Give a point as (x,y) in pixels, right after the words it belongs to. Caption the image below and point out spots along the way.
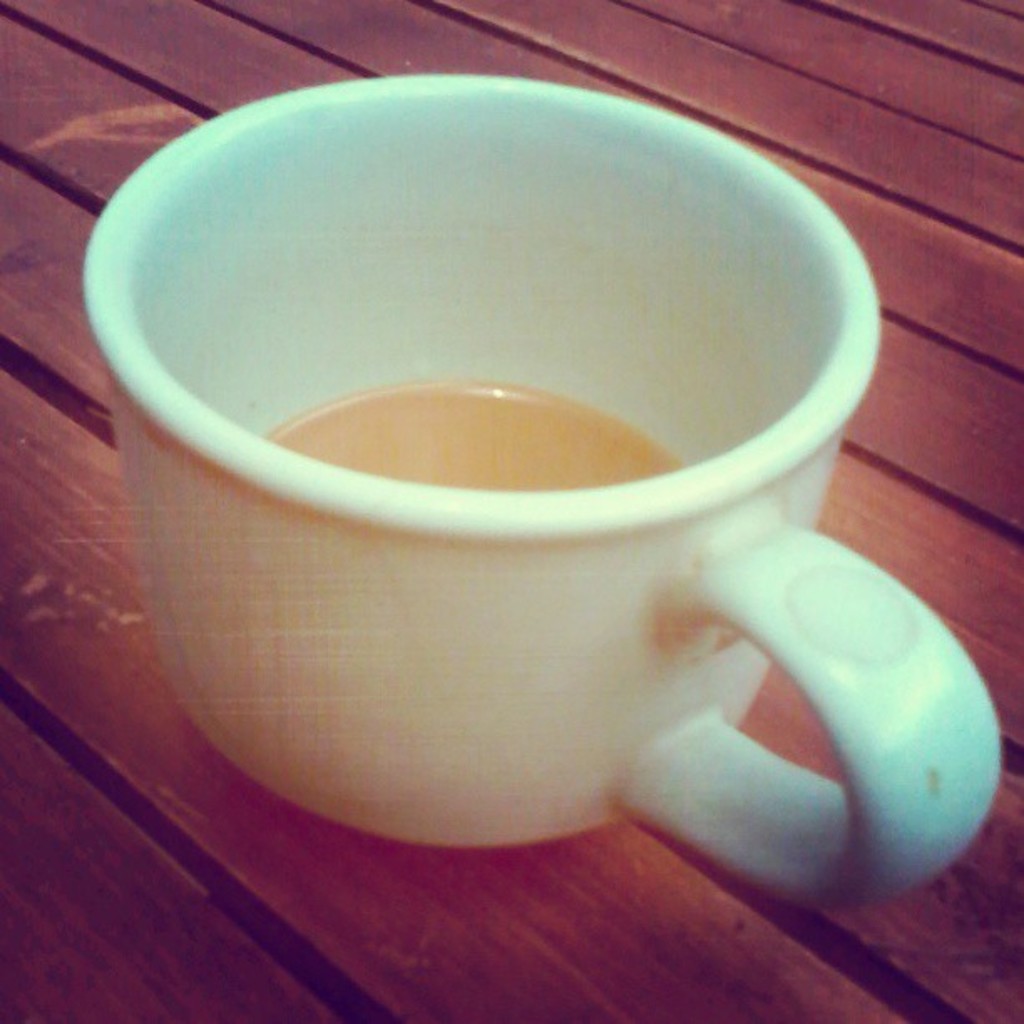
In this image we can see a white color cup (360,597) with a drink (599,473) in it is placed on the wooden surface (145,657).
